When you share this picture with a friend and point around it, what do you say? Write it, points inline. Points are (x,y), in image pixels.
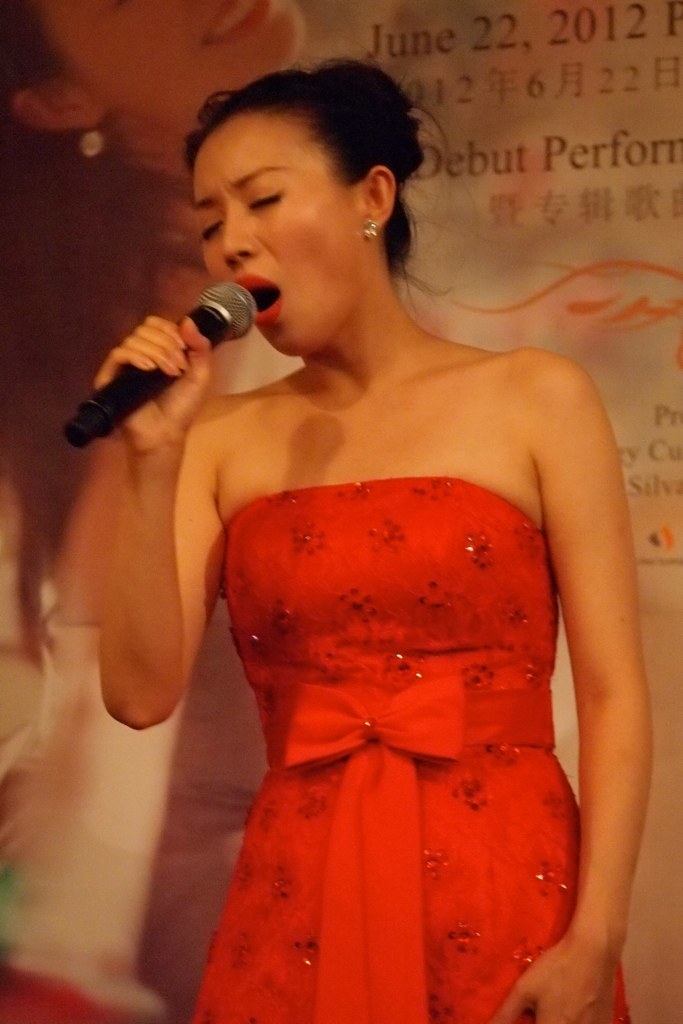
In the middle of the image (261,445) a woman (278,393) is standing and holding a microphone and singing. Behind her there is a banner (339,53).
